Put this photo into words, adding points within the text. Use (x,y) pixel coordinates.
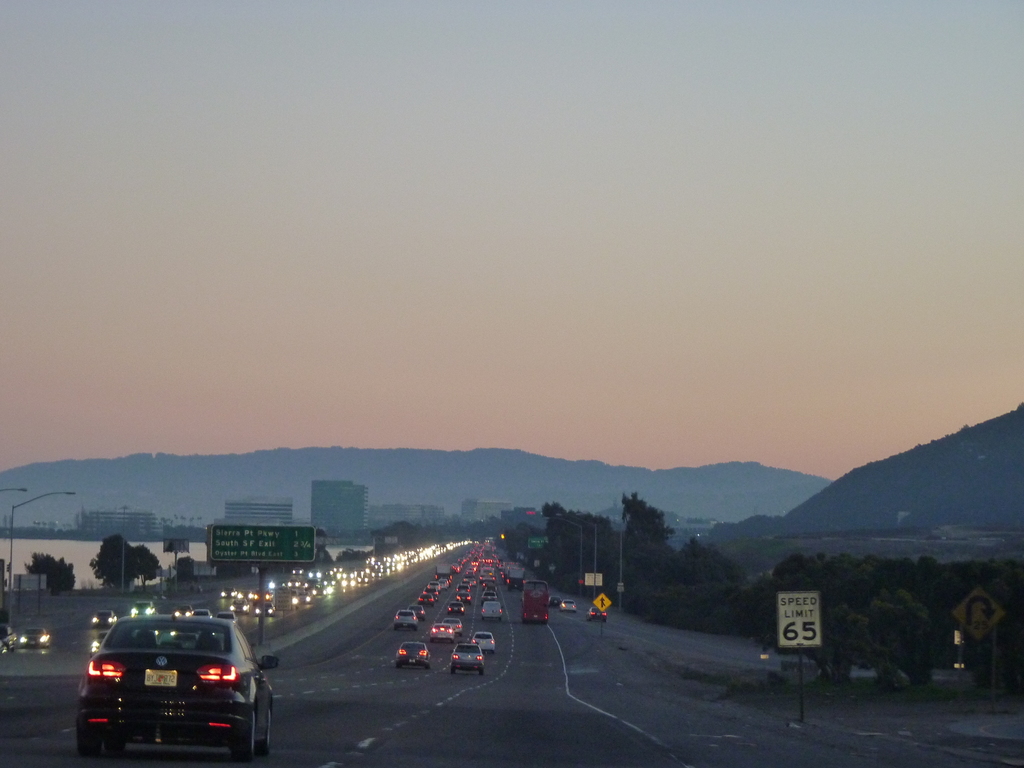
In this image we can see a group of vehicles (422,600) on the road (473,708). We can also see some sign boards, street poles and a group of trees (814,653). On the backside (774,520) we can see some buildings (290,504) with windows (343,502), the mountains (427,474) and the sky (655,302) which looks clear.
